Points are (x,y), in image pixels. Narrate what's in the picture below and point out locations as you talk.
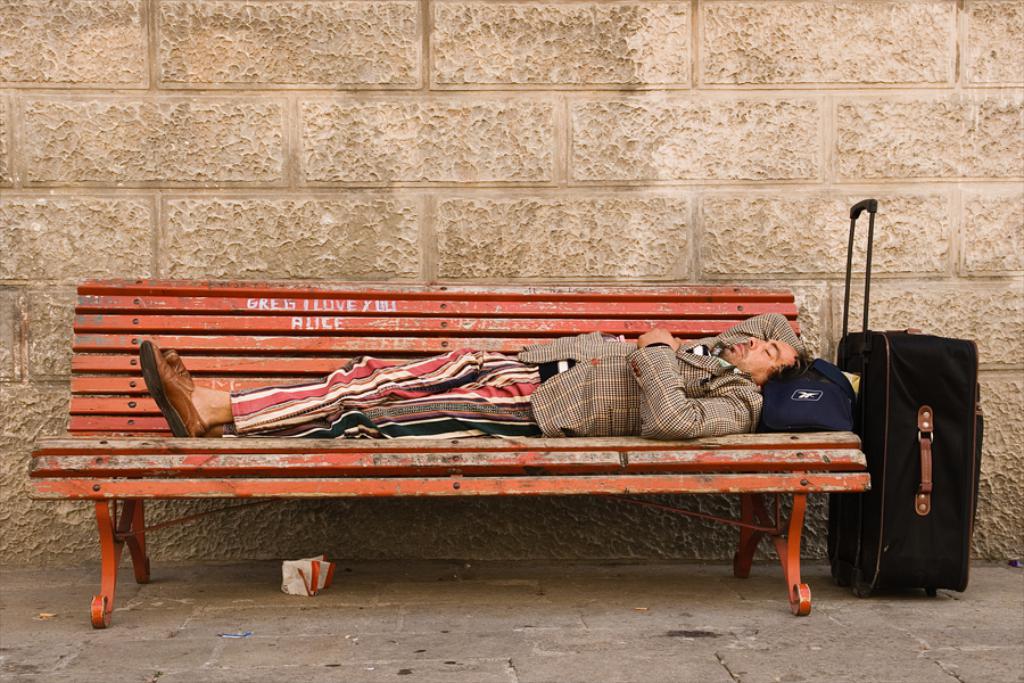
In this image I see a man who is lying on the bench (791,296) and there is a bag (888,467) over here. In the background (590,253) I see the wall (258,227).
